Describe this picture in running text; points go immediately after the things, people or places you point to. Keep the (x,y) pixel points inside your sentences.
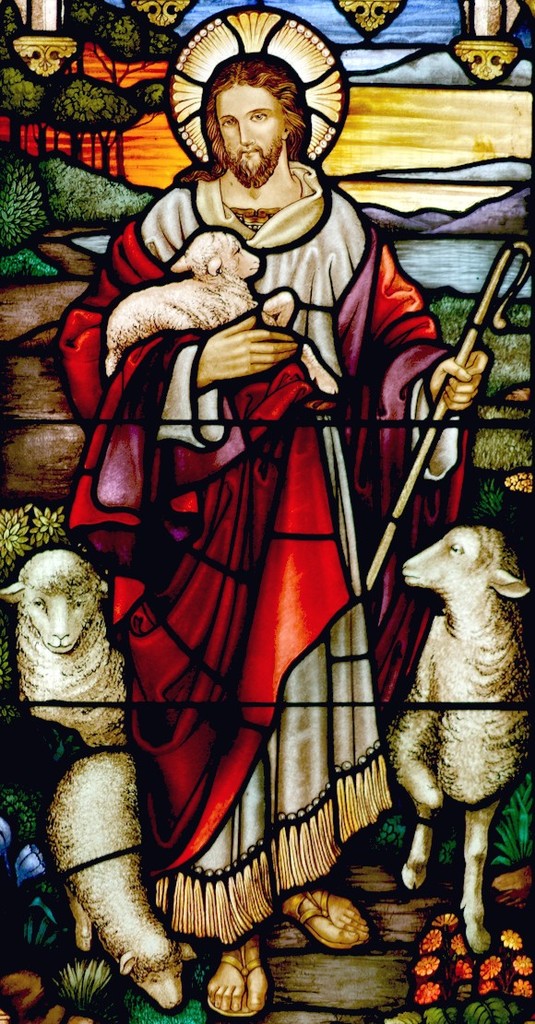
In this image I can see depiction of few sheep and of a man (384,434). I can also see depictions of few other things (382,2).
